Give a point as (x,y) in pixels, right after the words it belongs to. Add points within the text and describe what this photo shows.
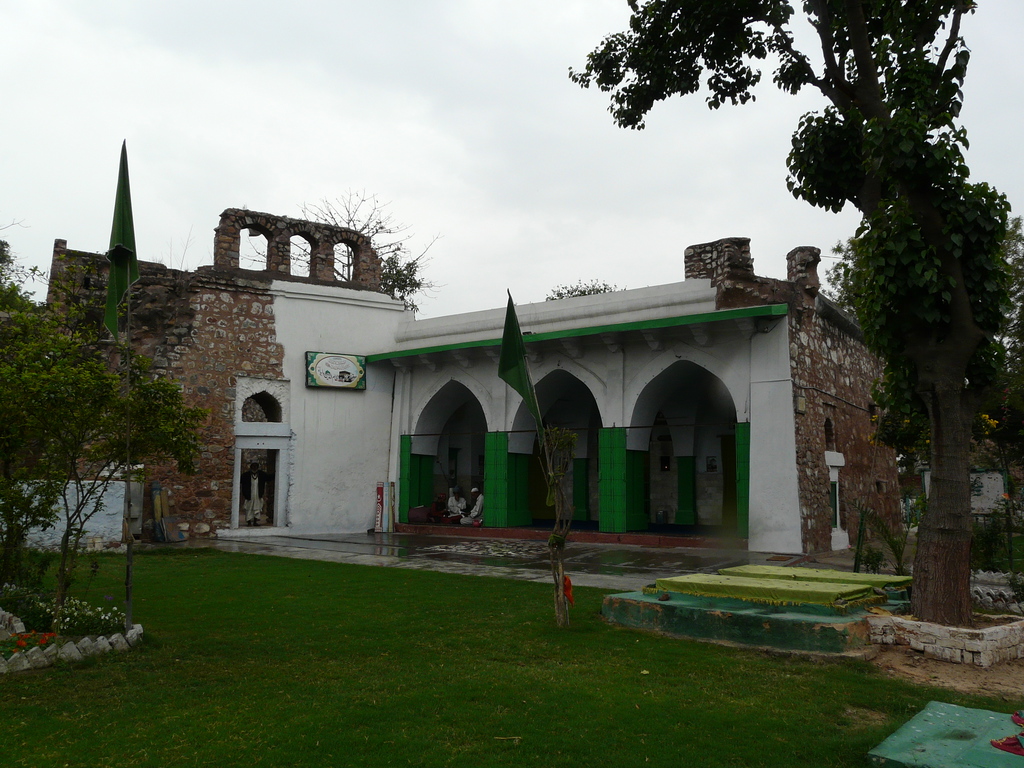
In the center of the image (429,388) we can see building (484,371), wall (354,421), some persons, flags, poles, trees (945,408), board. At the bottom of the image (445,629) we can see ground (365,626), bricks (112,637), plants (103,626), flowers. At the top of the image (495,76) we can see clouds (509,60) are present in the sky (542,137).
